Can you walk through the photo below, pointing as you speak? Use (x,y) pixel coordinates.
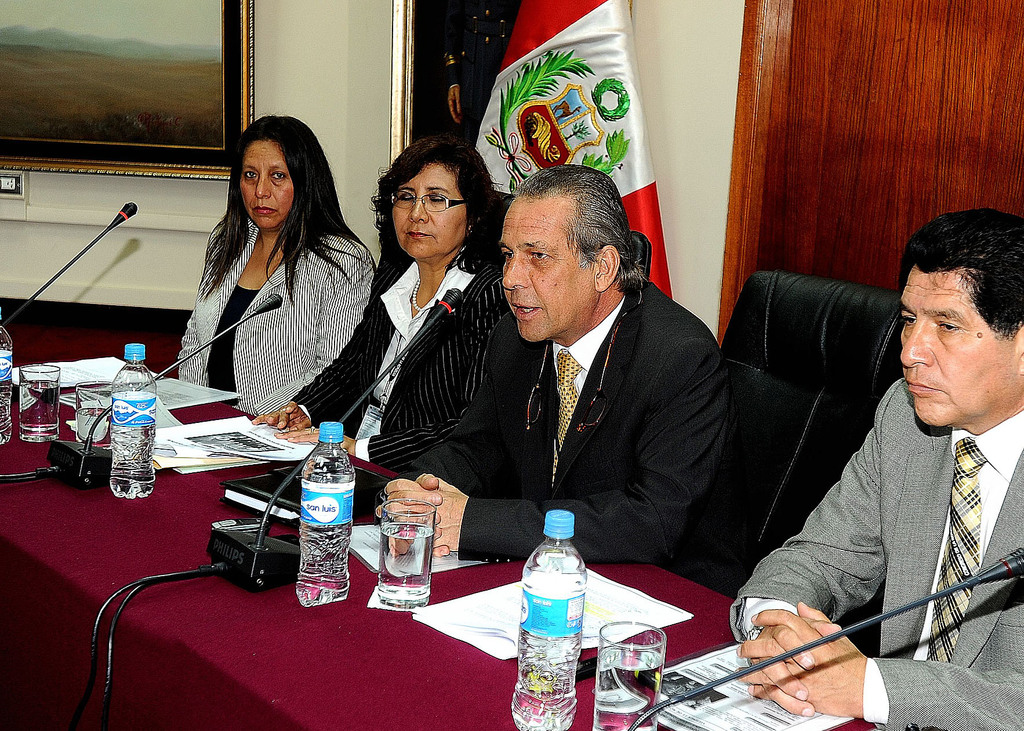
There are people (672,562) sitting and speaking in microphone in front of table (199,508).
